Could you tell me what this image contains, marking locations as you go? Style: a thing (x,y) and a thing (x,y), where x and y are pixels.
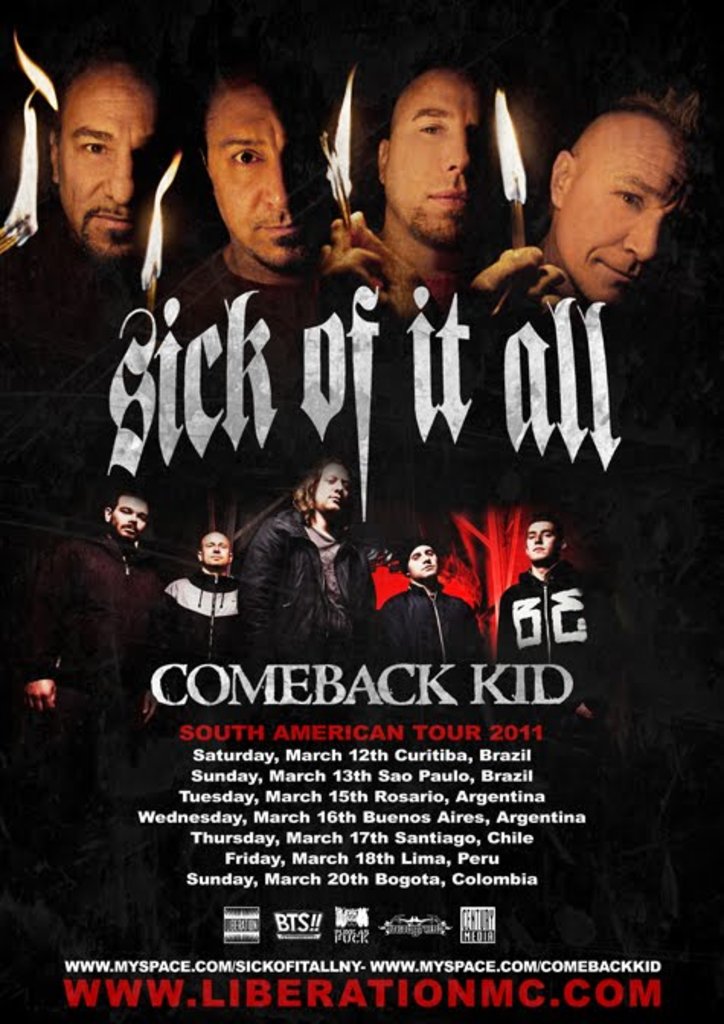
This picture shows an advertisement poster (177,232). We see few people (94,194) holding fire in their hands (355,266) and we see few people (581,685) standing and we see text (228,336) on the poster (60,807).
